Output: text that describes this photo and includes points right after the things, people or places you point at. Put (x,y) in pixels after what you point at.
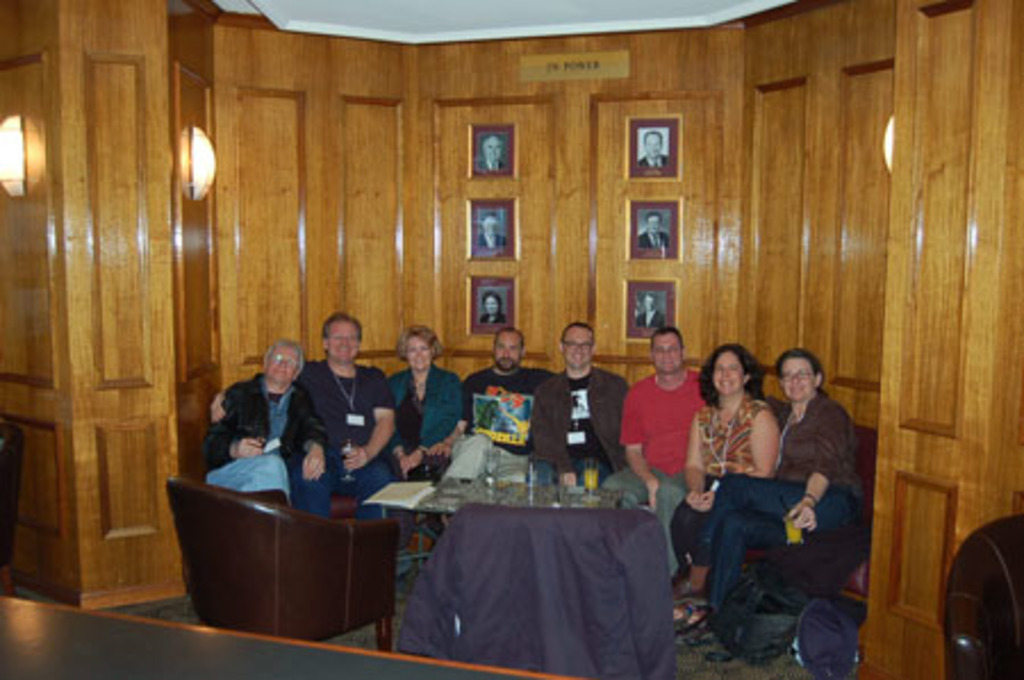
In this image there are group of persons (433,438) who are sitting on the chair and at the foreground of the image (505,492) there is a table (521,486) on which there are some objects (492,471) and at the background of the image (601,294) there is a cupboard (580,266) and paintings (504,208).
